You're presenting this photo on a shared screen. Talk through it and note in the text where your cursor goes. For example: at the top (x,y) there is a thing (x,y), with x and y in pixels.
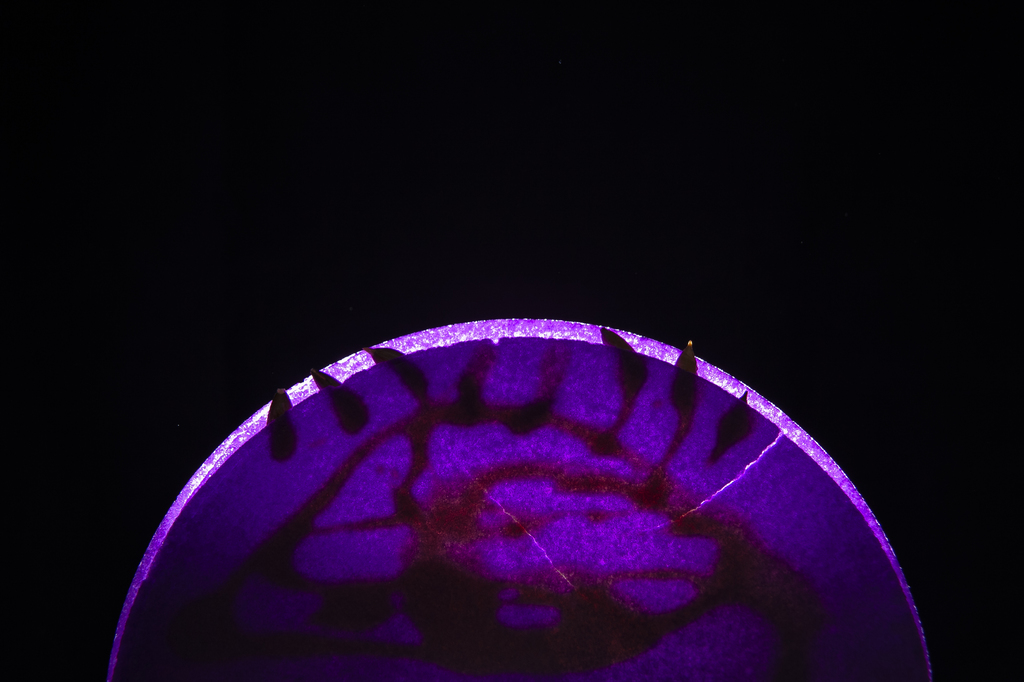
In this picture we can see light (702,372) and dark background (505,218).
